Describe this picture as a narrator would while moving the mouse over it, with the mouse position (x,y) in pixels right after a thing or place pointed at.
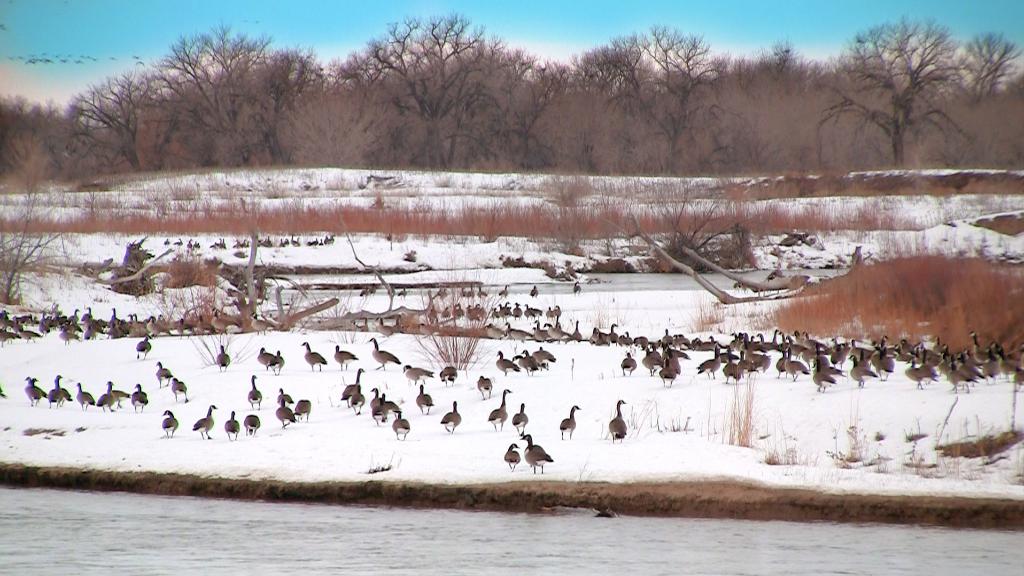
In this image at the bottom (121,531) there is river (265,535), and in the center of the image (358,347) there are some birds (987,362), snow (1003,426), plants (965,328) and some grass (416,229). And in the background (147,215) there are trees (896,132) and snow (207,186), at the top of the image (194,17) there is sky (142,37).
